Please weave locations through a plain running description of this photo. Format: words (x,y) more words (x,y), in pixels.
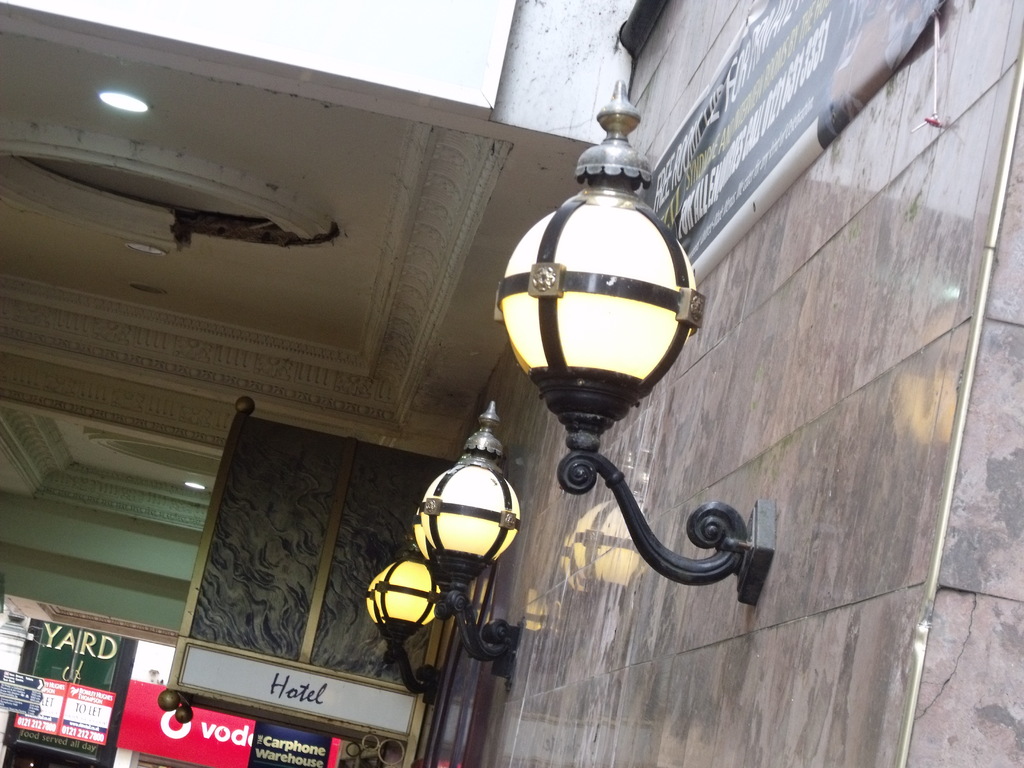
In this image on the wall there are lights (420,517), banners (734,155). Here there are few hoardings (92,707). On the ceiling (148,623) there are designs (450,203) and lights (135,102).
